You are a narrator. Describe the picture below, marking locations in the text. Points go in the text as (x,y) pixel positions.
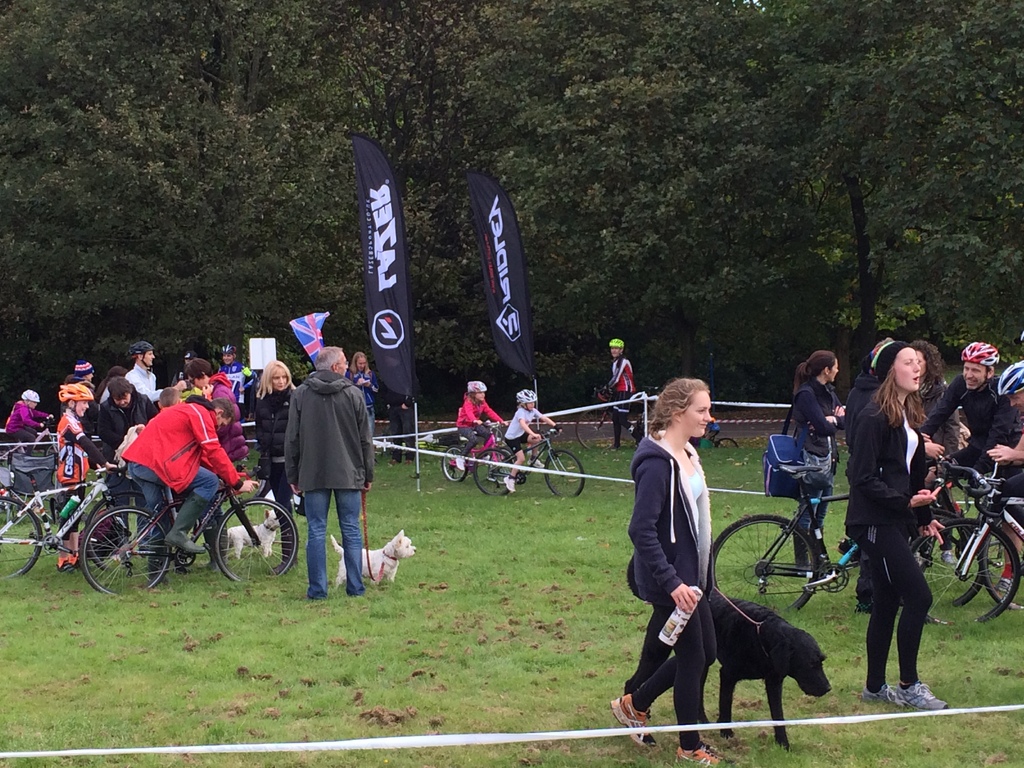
In this image few people (710,508) are standing by holding the dogs (401,551) and some are cycling on the surface (577,453) of the grass (410,507). At the background (535,223) there are trees (196,206).
